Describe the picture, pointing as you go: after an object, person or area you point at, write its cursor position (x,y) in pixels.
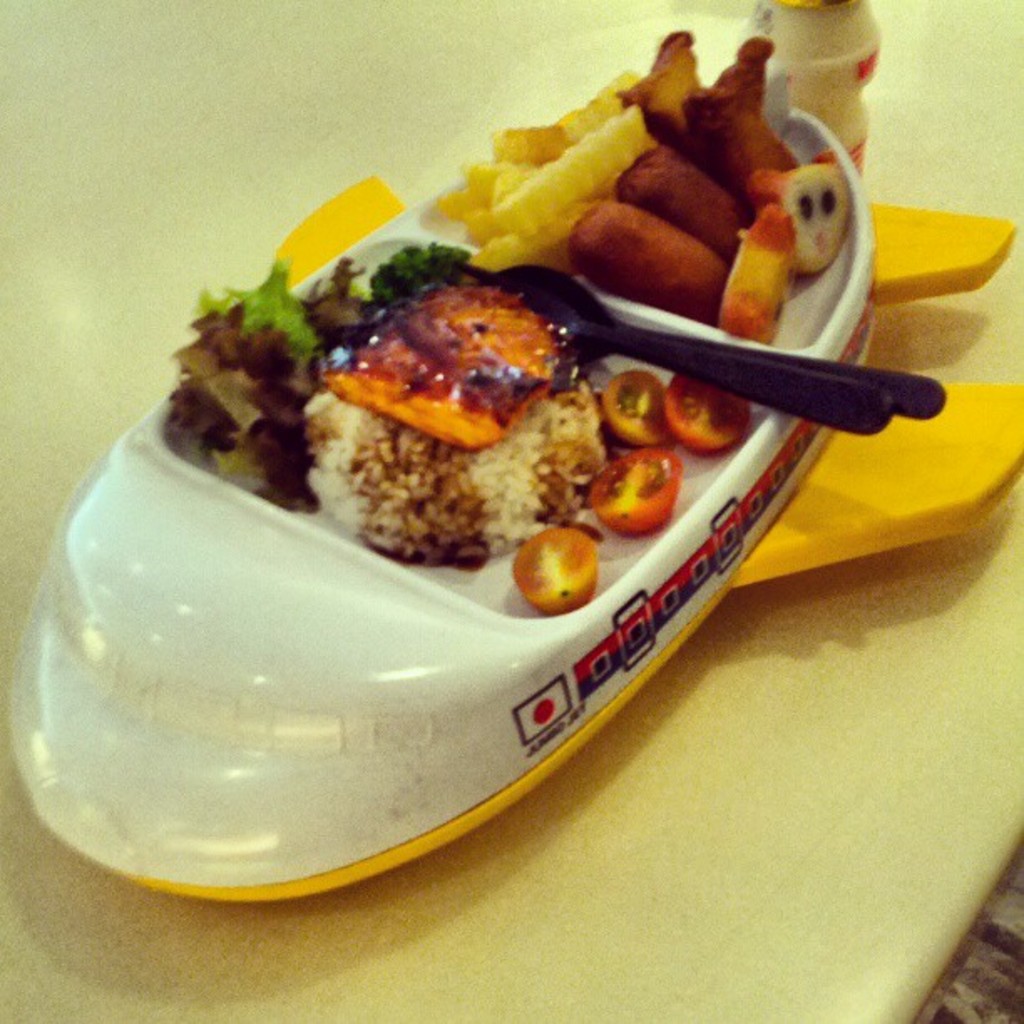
There is a plane shaped plate (804,301) which contains food items (610,407) and a black spoon (763,392).
